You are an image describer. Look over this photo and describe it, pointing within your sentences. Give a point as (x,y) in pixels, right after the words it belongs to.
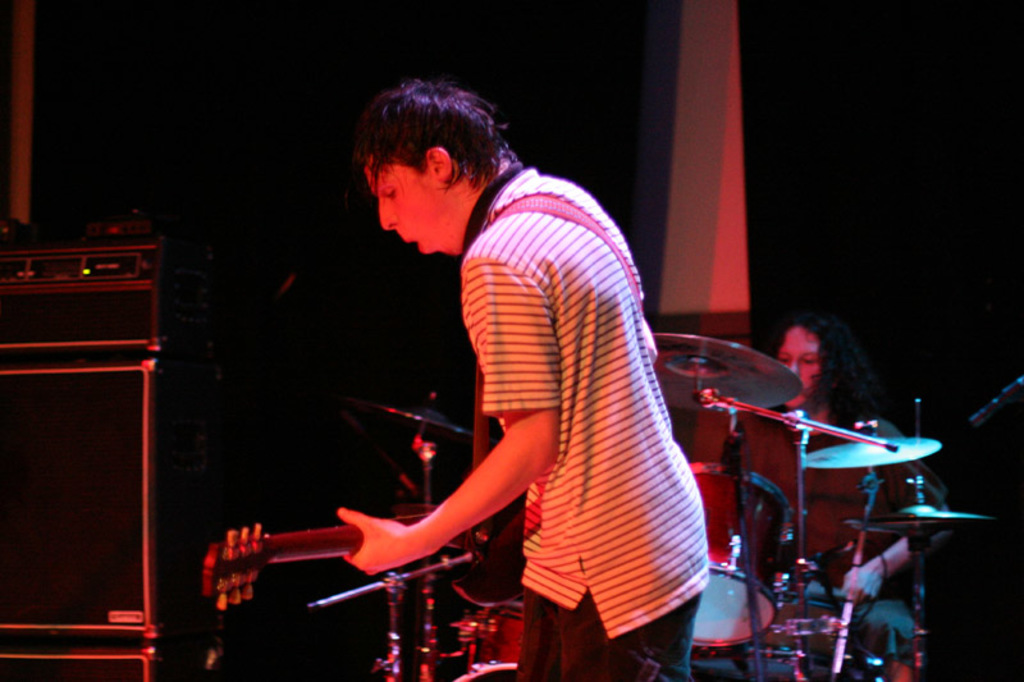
In this image there are two person (571,404) playing musical instrument (724,476).
